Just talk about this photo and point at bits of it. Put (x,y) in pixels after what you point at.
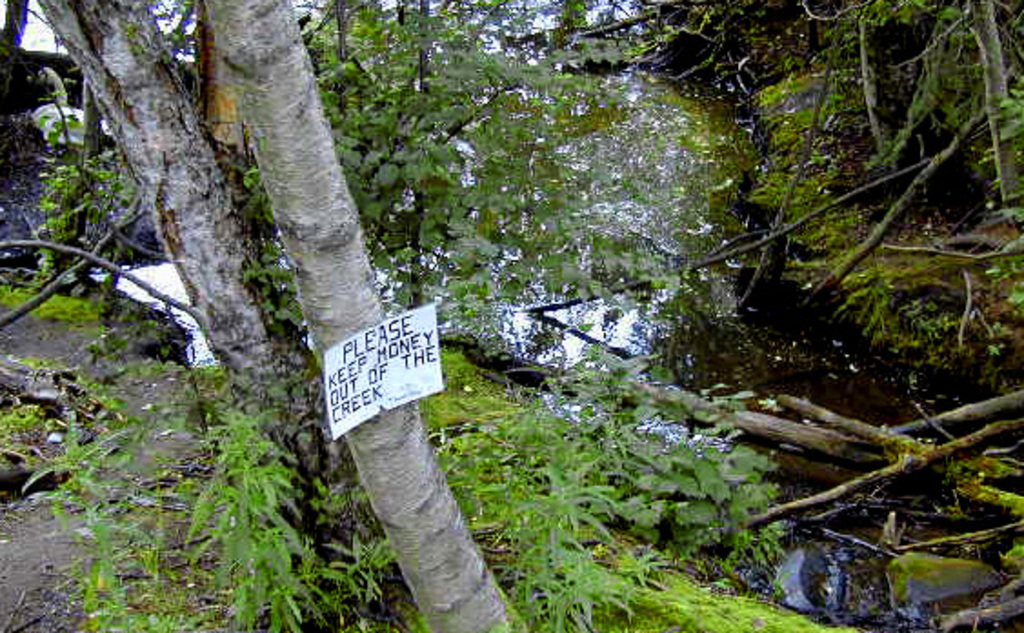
On the right side of this image (731,393) there is a river (602,296). On both sides of the river (771,352) I can see the grass (504,483), plants (277,475) and trees (324,149). On the left side (334,396) a white color board (390,364) is attached to a tree trunk (320,252). On this I can see some text (388,356).
